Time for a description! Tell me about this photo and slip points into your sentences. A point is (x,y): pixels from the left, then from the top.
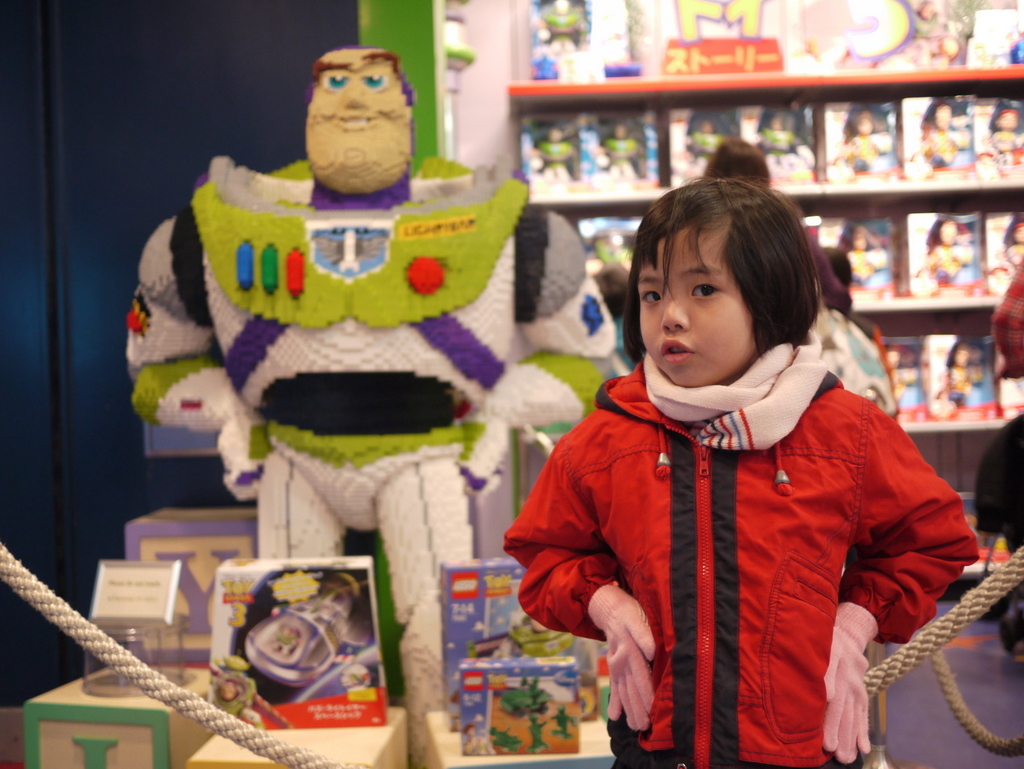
In this image we can see people (863,433) and there is a sculpture (392,519). We can see cartons (492,572). There is a rack (889,209) and we can see cartons (620,224) placed in the rack (554,195). At the bottom (248,729) there is a rope (290,763) and we can see a board (139,612).
